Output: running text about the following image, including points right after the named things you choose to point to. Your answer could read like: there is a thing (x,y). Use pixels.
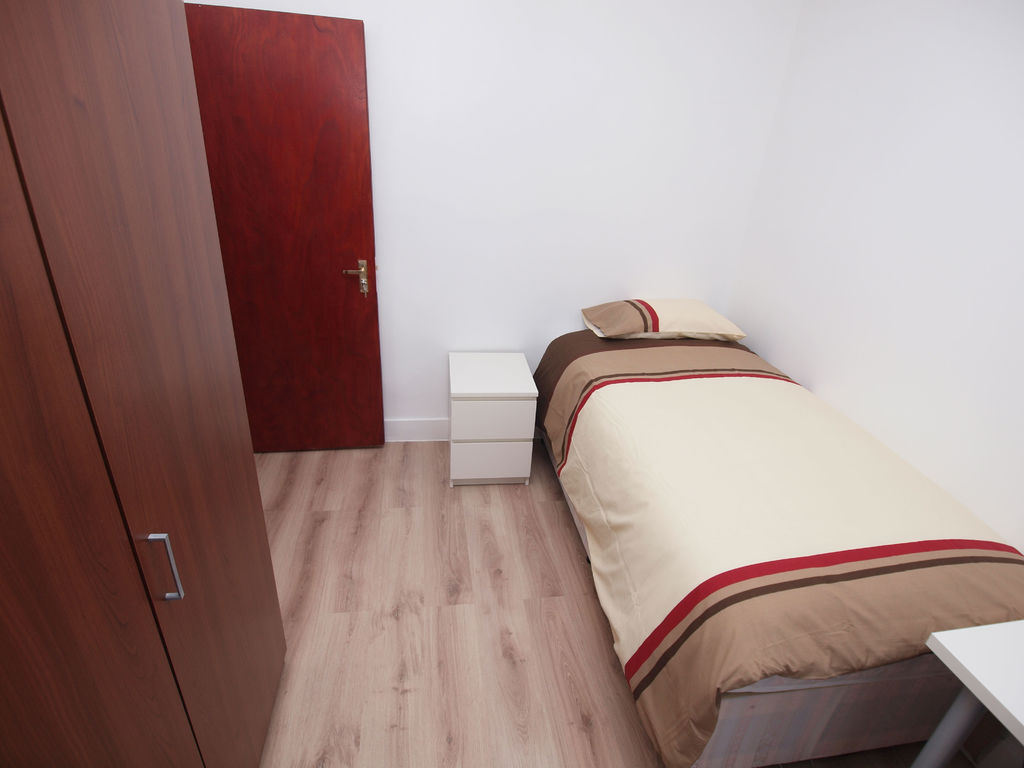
In the picture we can see inside the house (397,696) with a wooden floor (445,661) and on it we can see a bed (947,518) with a pillow (628,305) near the wall (567,328) and beside the bed (968,540) we can see a table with two drawers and on the other side we can see a cupboard (87,732) made up of wood (232,440) and with a handle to it and a door (329,303).
